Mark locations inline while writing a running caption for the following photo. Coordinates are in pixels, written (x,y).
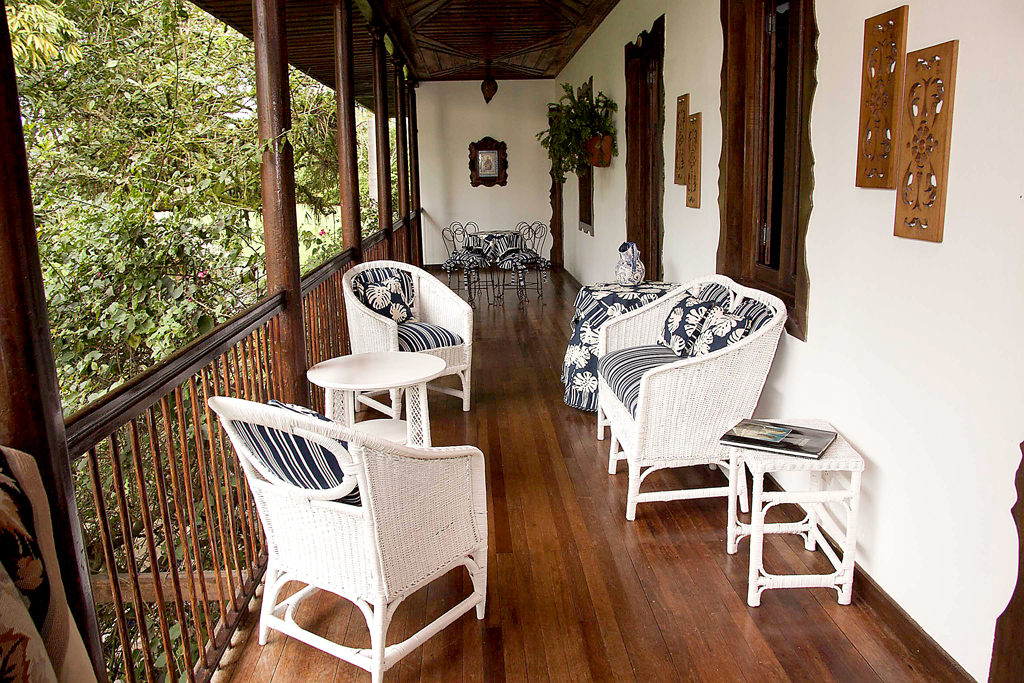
here in this picture we can see the balcony (439,398) with a beautiful chair (673,458) and frames (489,176) on the wall (473,212), here we can also see the trees (84,227).
